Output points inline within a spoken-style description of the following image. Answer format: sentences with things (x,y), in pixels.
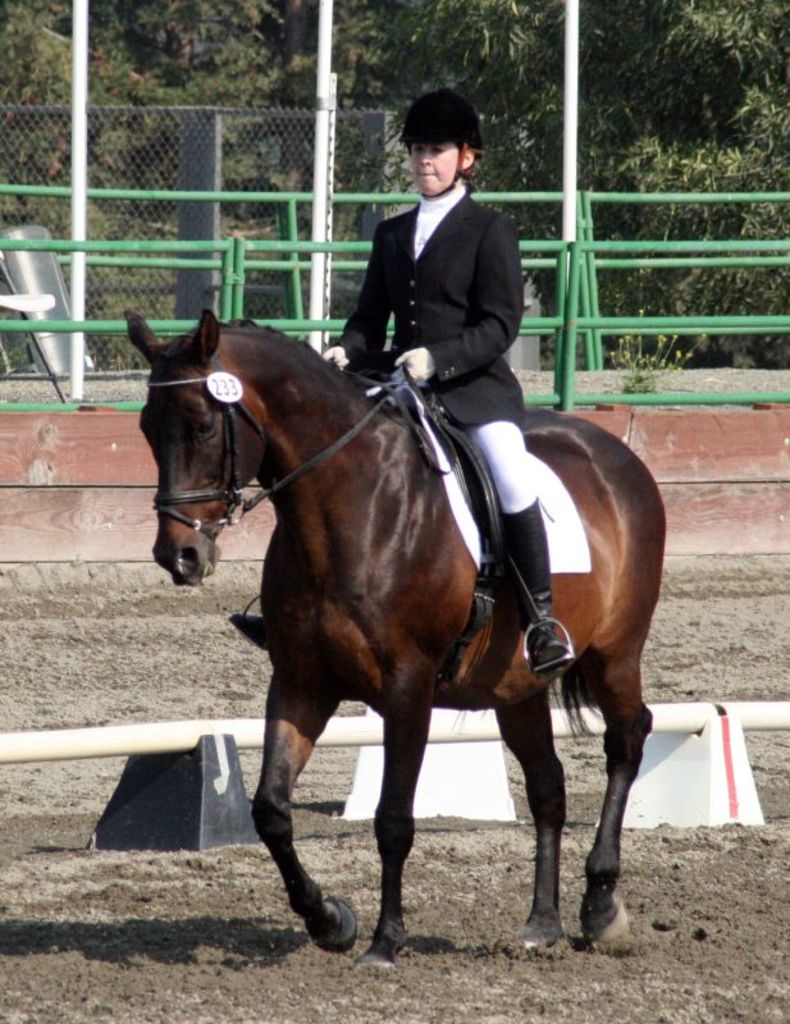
In the picture we can see a woman (454,214) riding a horse (274,809) sitting on it and the horse (554,804) is brown in color and woman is in black color coat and cap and beside it, we can see a mud surface (510,836) and green color railing (740,243) with poles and behind it we can see a fencing (66,156) and behind it we can see full of plants (197,11) and trees (660,282).
